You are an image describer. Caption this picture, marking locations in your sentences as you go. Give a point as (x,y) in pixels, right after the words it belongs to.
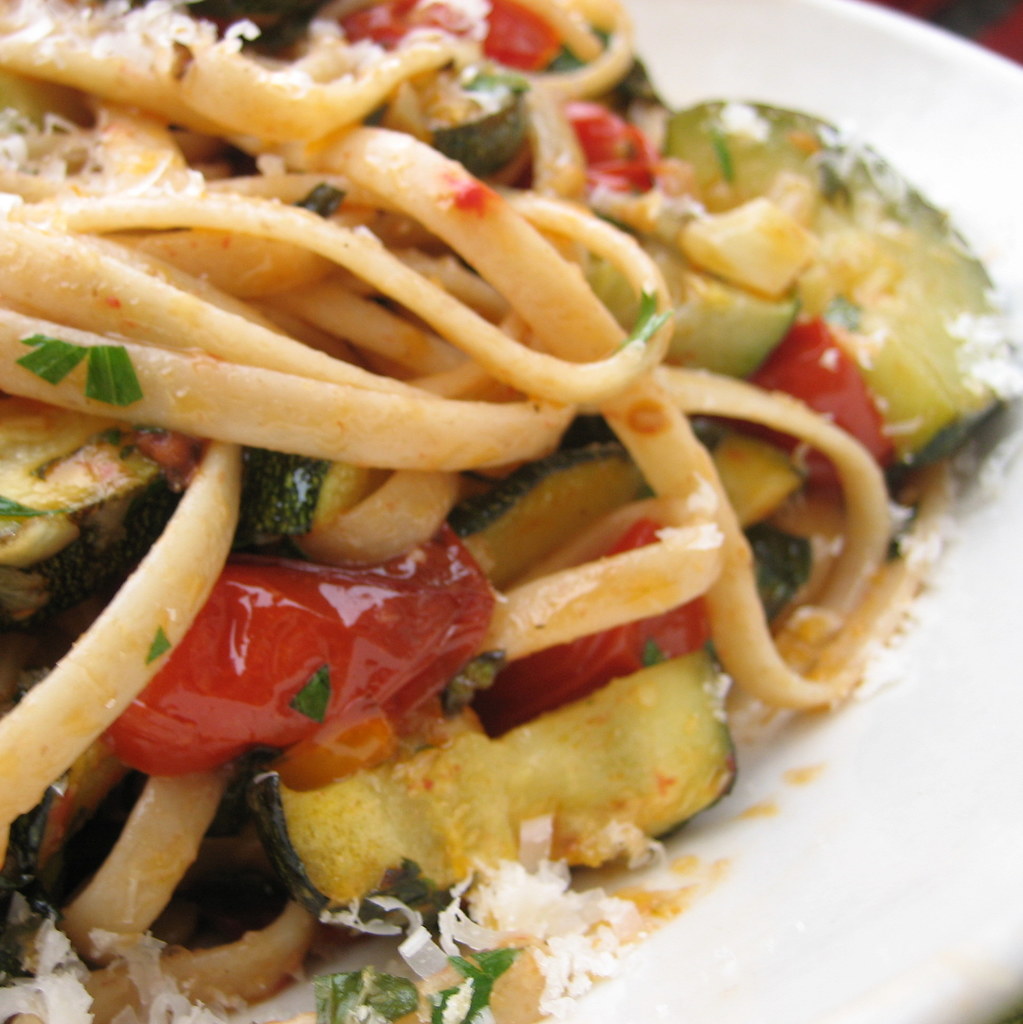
In this picture we can see a white plate (770,58) and on the plate (683,32) there are some food items (372,539) and ingredients (288,447).
